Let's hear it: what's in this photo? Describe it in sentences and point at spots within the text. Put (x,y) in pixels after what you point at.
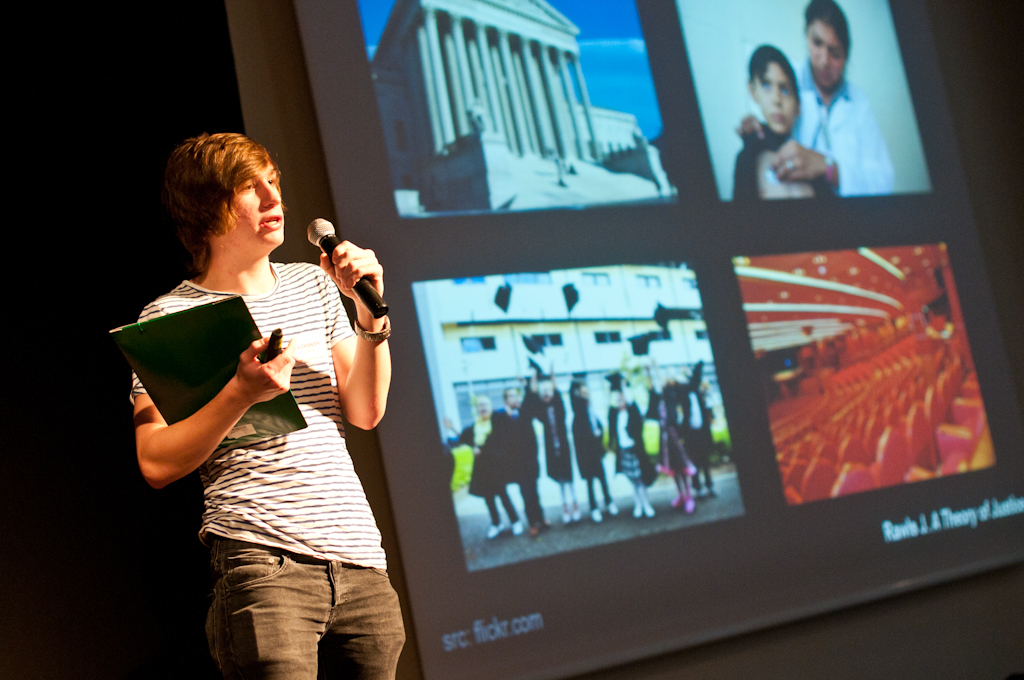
In this image we can see a man (226,141) holding the mike (344,254) and standing and also holding some other objects (271,347). In the background (761,143) we can see the display screen (584,170) with the buildings (592,341), people (759,122), seats (846,404) and also the text (994,511).
